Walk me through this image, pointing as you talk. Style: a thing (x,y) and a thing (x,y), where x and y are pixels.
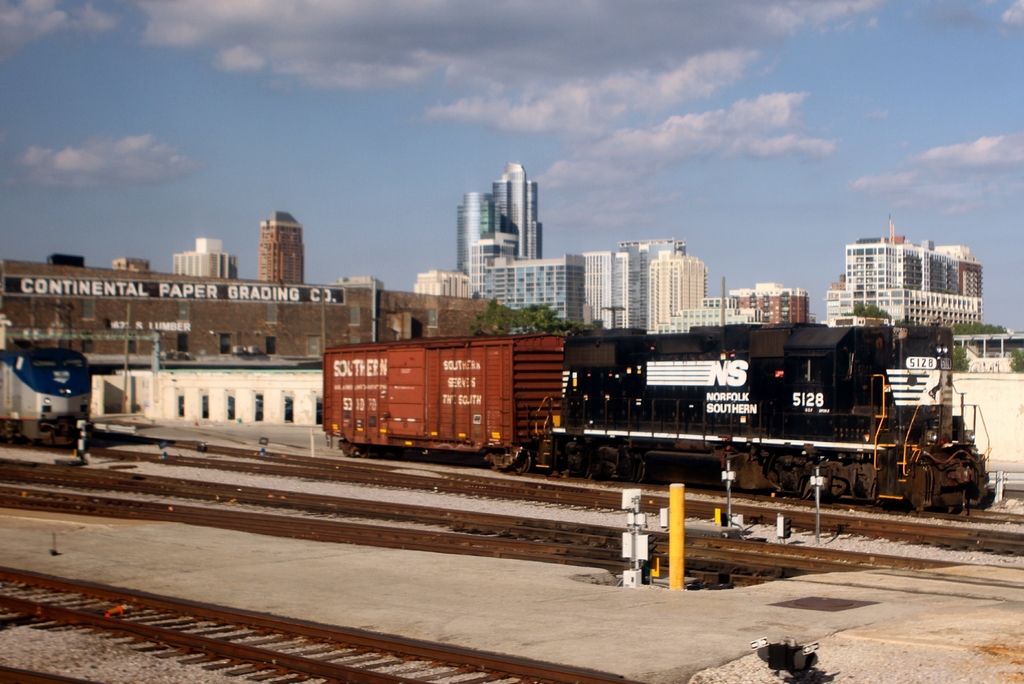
This picture is clicked outside. In the foreground (110,612) we can see the railway tracks (340,632), gravel (57,660) and the metal objects (649,568). In the center (557,408) we can see the trains (598,395) seems to be running on the railway tracks (771,506) and we can see the trees (534,314), buildings (348,328) and we can see the text (268,301) on the building (300,313). In the background (279,115) we can see the sky (217,85) with the clouds (647,71) and we can see the skyscrapers (515,166).
